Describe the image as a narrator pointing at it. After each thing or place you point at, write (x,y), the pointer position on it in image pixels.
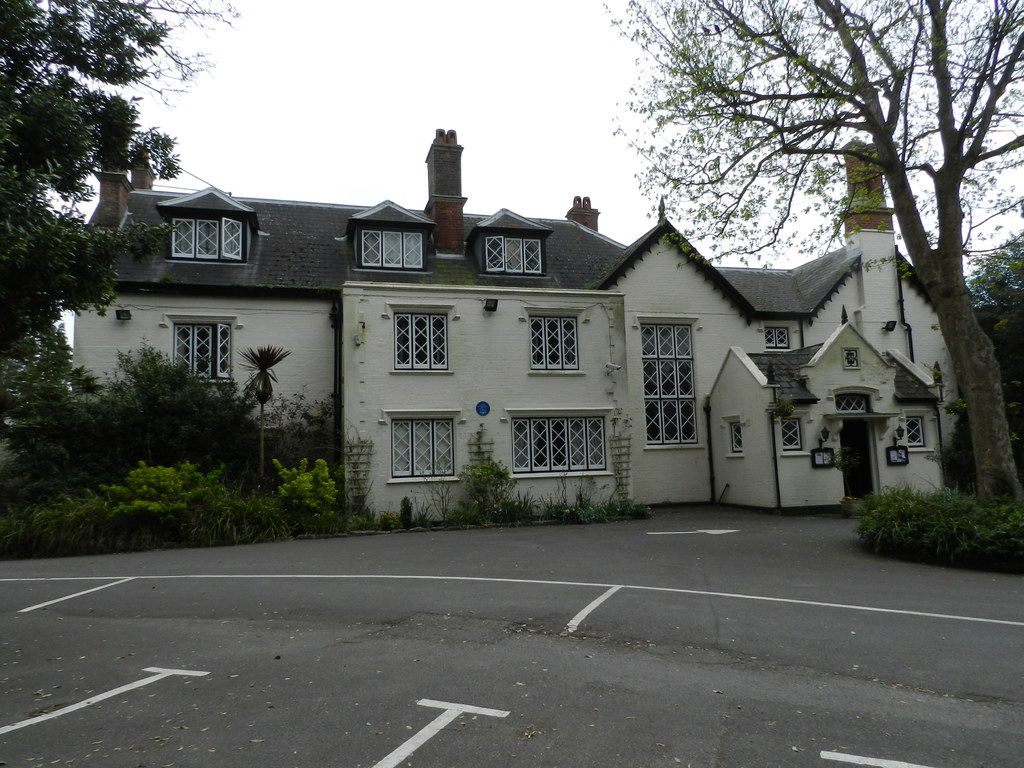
In the image at the bottom (296,661) there is a road (693,704) with few white lines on it. There is a building (609,337) with walls (504,334), glass windows (553,328), roofs (297,219), doors (857,470) and also there are chimneys (440,200). And also there are trees (854,85) in the image. At the top of the image (379,8) there is a sky (516,157).
